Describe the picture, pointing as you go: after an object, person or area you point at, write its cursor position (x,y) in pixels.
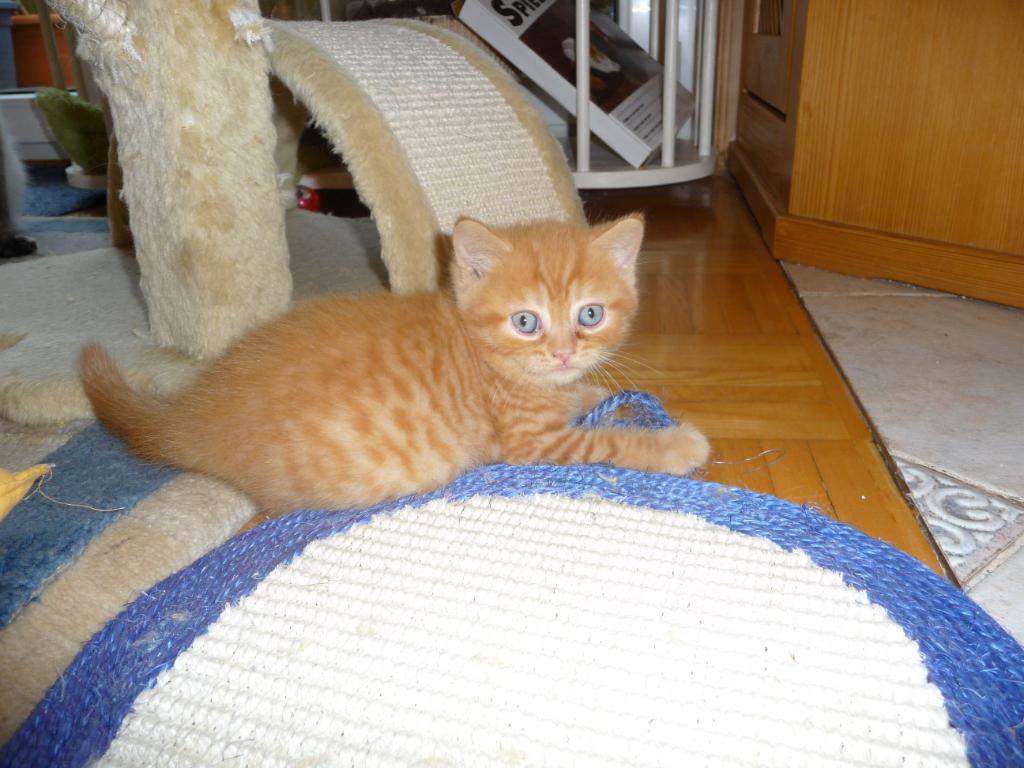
In this picture we can see a cat (567,433) on a wooden platform (841,456), books (553,91), rods (578,81) and in the background (41,43) we can see some objects (530,152).
